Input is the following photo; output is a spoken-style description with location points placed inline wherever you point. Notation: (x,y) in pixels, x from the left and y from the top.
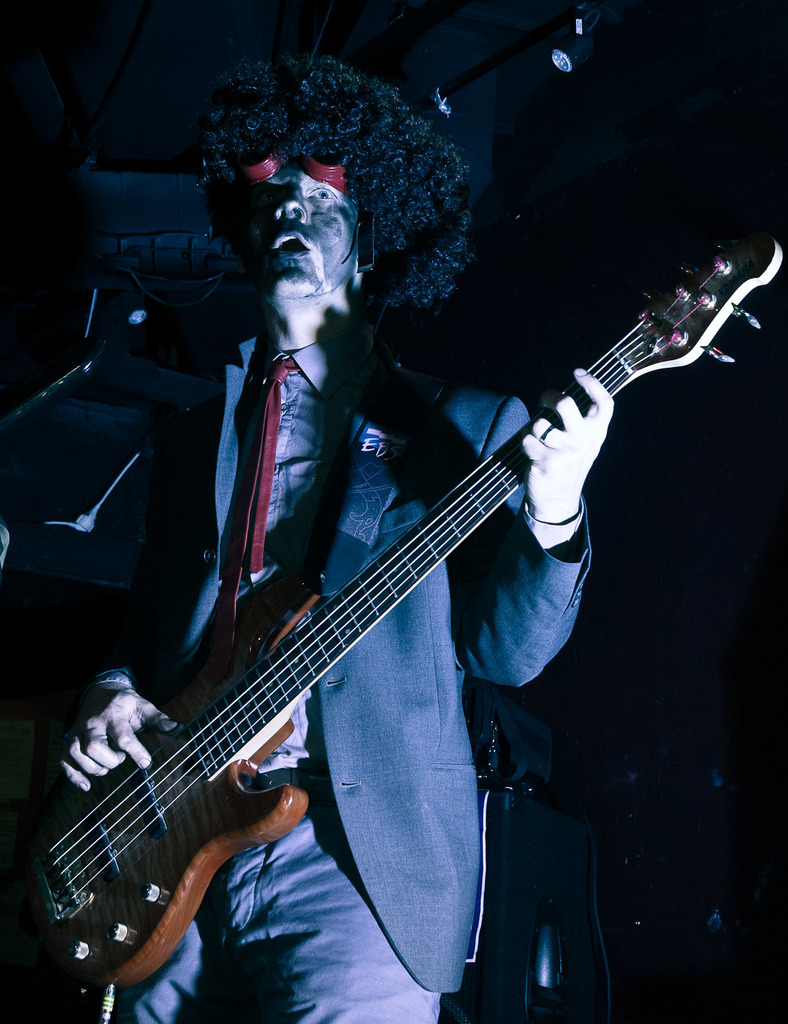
In this picture we can see a man (332,195) who is playing guitar (662,350).
